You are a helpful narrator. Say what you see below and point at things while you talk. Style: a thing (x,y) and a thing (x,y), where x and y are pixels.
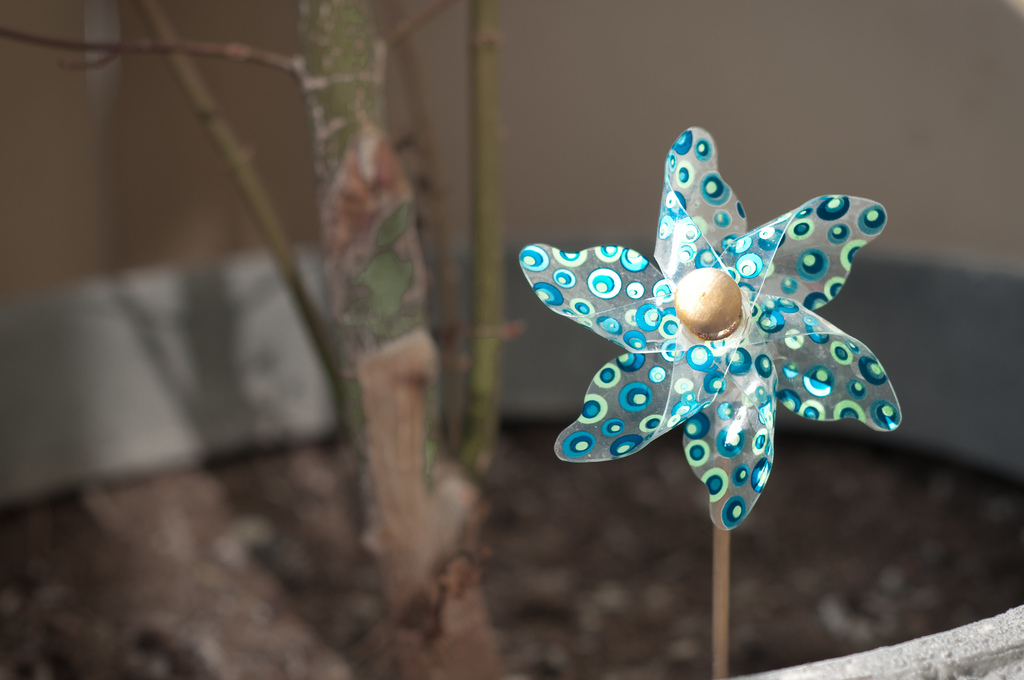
In this image, I see a pinwheel (710,148) which is made of plastic (805,345) and blue circle spots (683,171) on it. In the background (374,67) I can see the tree (361,59).
